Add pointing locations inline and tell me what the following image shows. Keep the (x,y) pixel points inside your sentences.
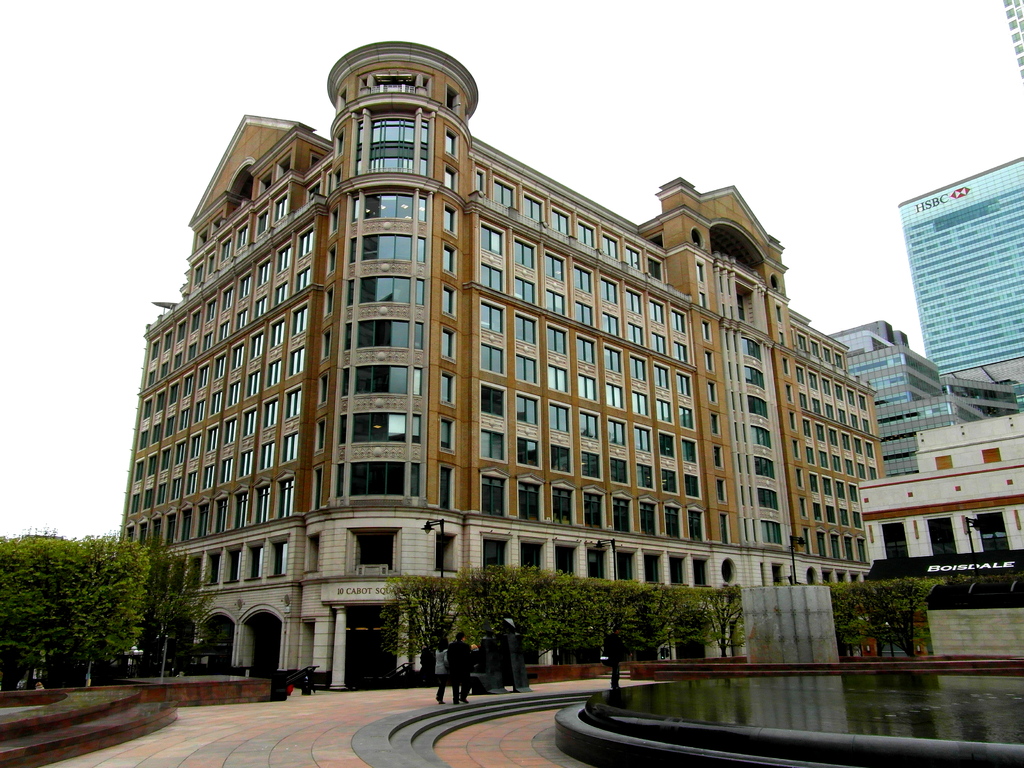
In this image, we can see buildings (412,505), walls (351,434), glass windows (399,477), pillars (746,496) and some text (963,563). At the bottom of the image (23,682), we can see trees (99,634), stairs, few people (608,663) and some objects (594,696). Background (10,335) there is the sky (462,36).
